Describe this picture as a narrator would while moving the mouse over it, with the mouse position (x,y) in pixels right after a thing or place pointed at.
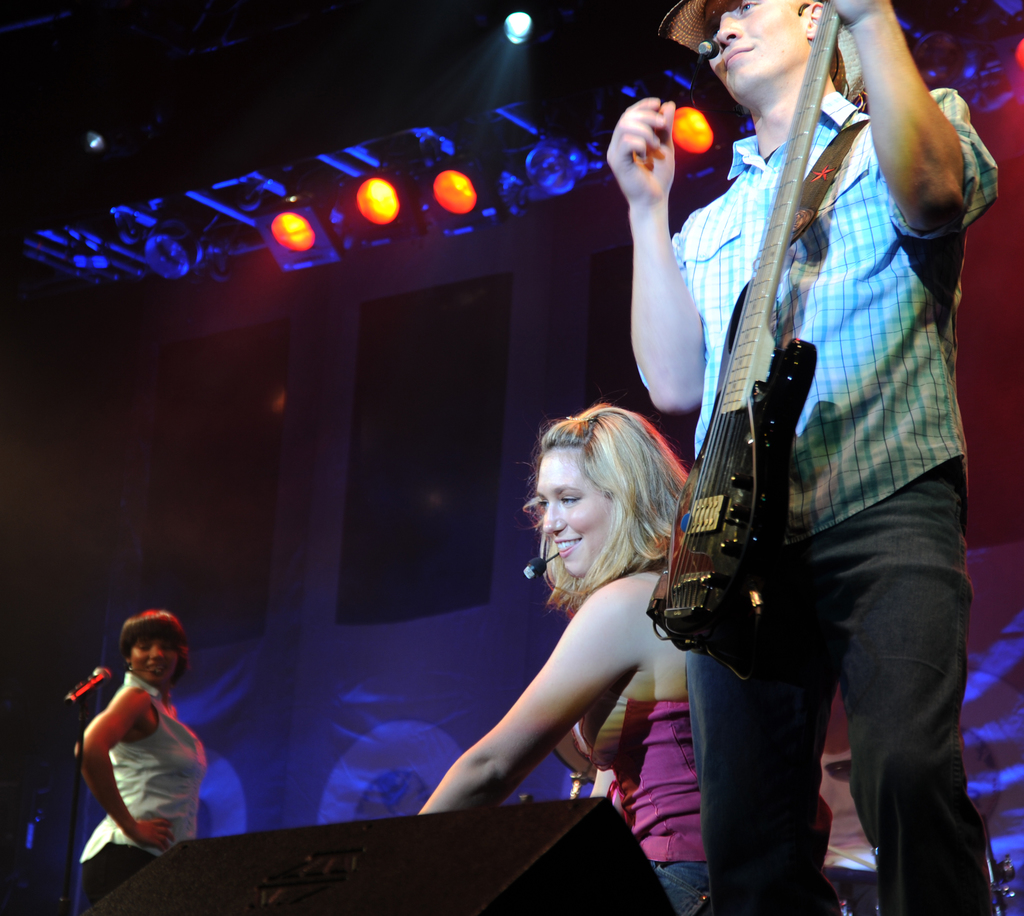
In this image there is a man (775,81) standing and playing guitar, another woman (627,457) sitting, another woman (111,856) standing near a microphone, at the back ground (400,646) there is screen (437,304) and lights (526,159).
